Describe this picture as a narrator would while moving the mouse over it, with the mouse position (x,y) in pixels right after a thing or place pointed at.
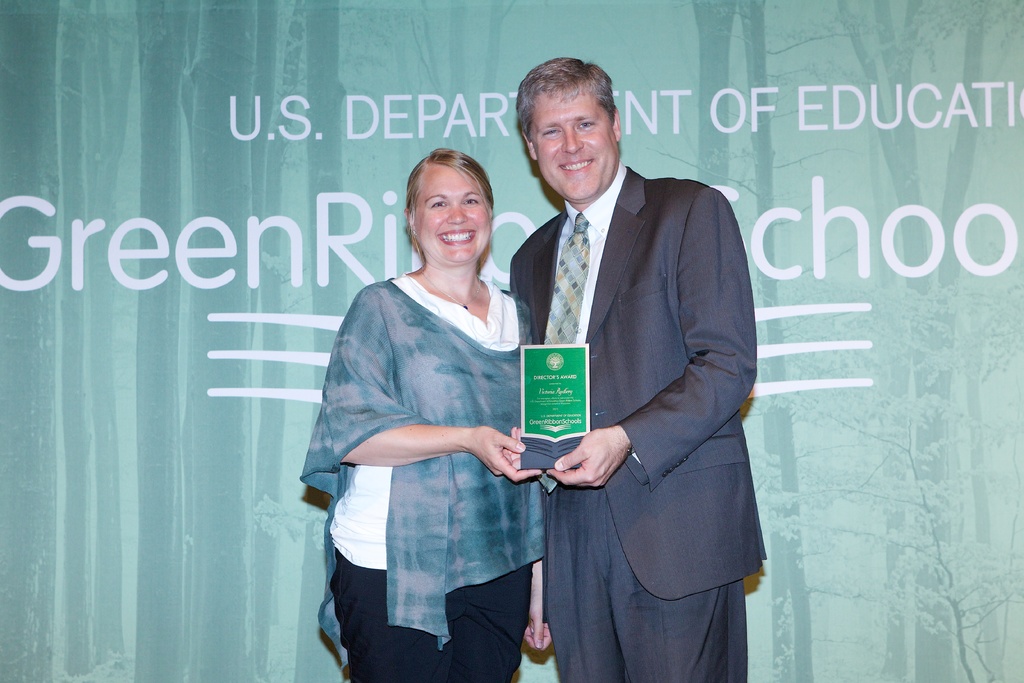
In this image, we can see a lady (387,394) and a man (581,201) standing and smiling and holding an award (548,448). In the background (485,65), there is a wall (780,108).
